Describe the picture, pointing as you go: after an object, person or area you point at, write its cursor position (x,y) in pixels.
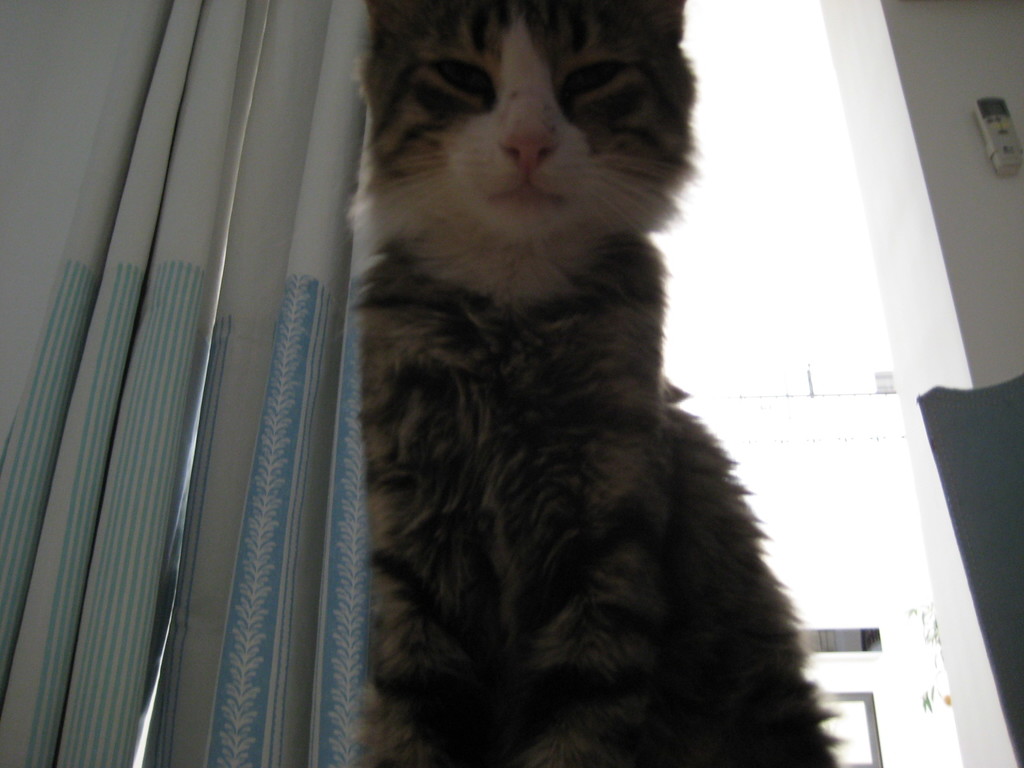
In the picture we can see a cat (741,667) sitting near the window (836,641), the cat (700,667) is gray, black and some part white in color near its mouth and nose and behind the cat (680,667) we can see a curtain (78,631) which is white in color with some blue color lines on it with some designs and beside it we can see a wall (975,171) and something placed in it.
